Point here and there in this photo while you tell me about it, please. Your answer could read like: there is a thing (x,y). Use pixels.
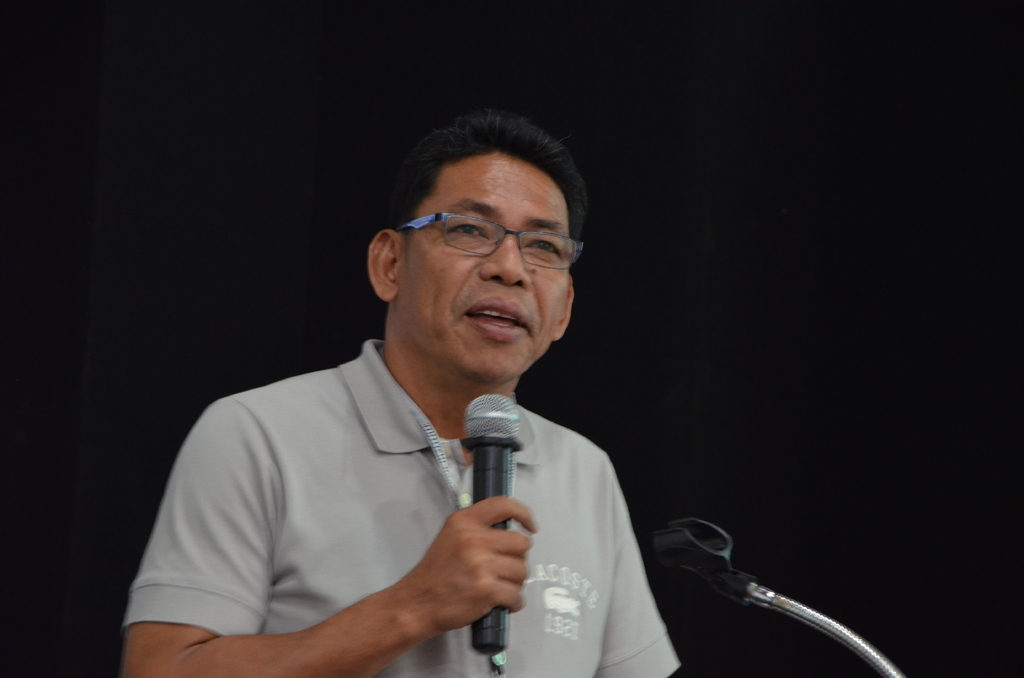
In this picture we can see a man (447,291) holding a mike (492,394) in his hand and talking something. He wore spectacles (549,246). This is a stand (745,598) of a mike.
